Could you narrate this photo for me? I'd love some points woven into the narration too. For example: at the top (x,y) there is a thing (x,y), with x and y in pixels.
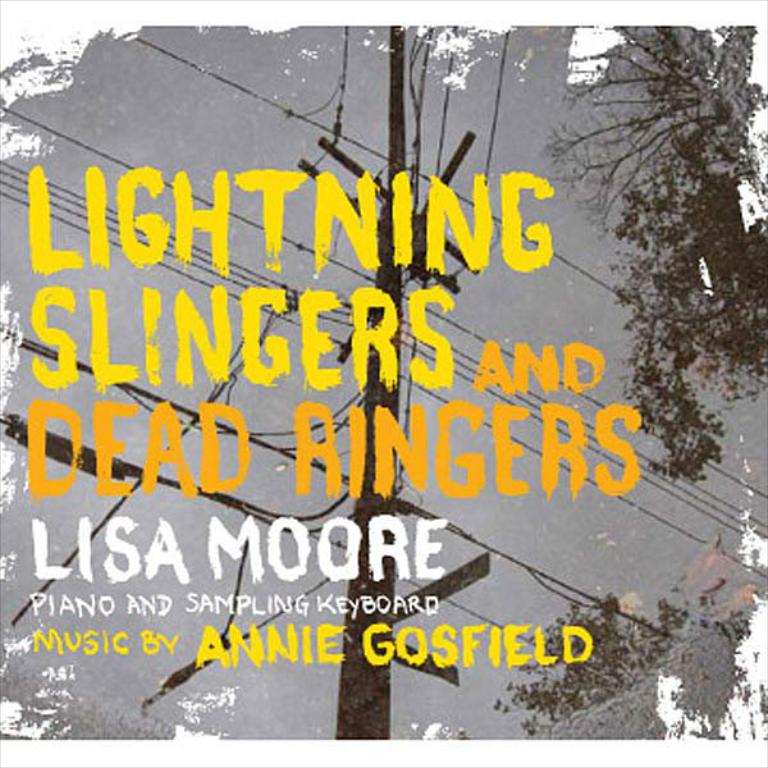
This is an edited picture. In this image we can see the sky (632,500), pole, transmission wires (538,406) and trees (597,692). We can see some information (545,665).
